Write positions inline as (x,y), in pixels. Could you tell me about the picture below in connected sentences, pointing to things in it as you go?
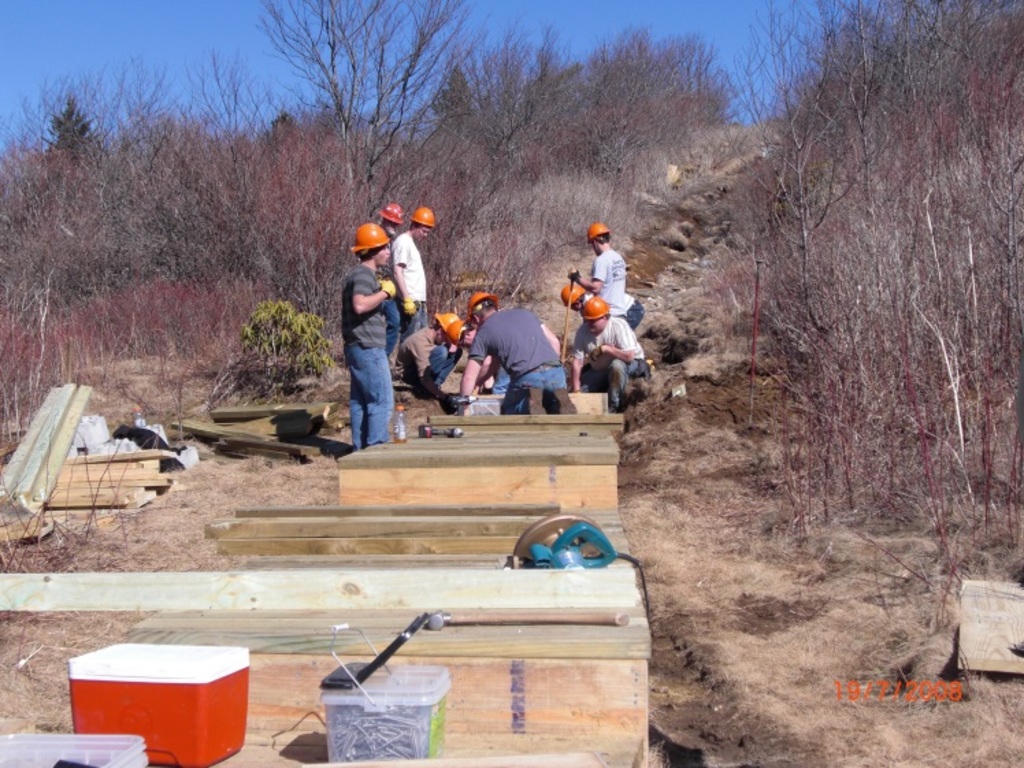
Here we can see boxes (397,724) and wooden objects (509,441). These people (480,363) wore helmets (597,230). Beside these people (593,246) there are trees (629,133). Sky (306,98) is in blue color.
